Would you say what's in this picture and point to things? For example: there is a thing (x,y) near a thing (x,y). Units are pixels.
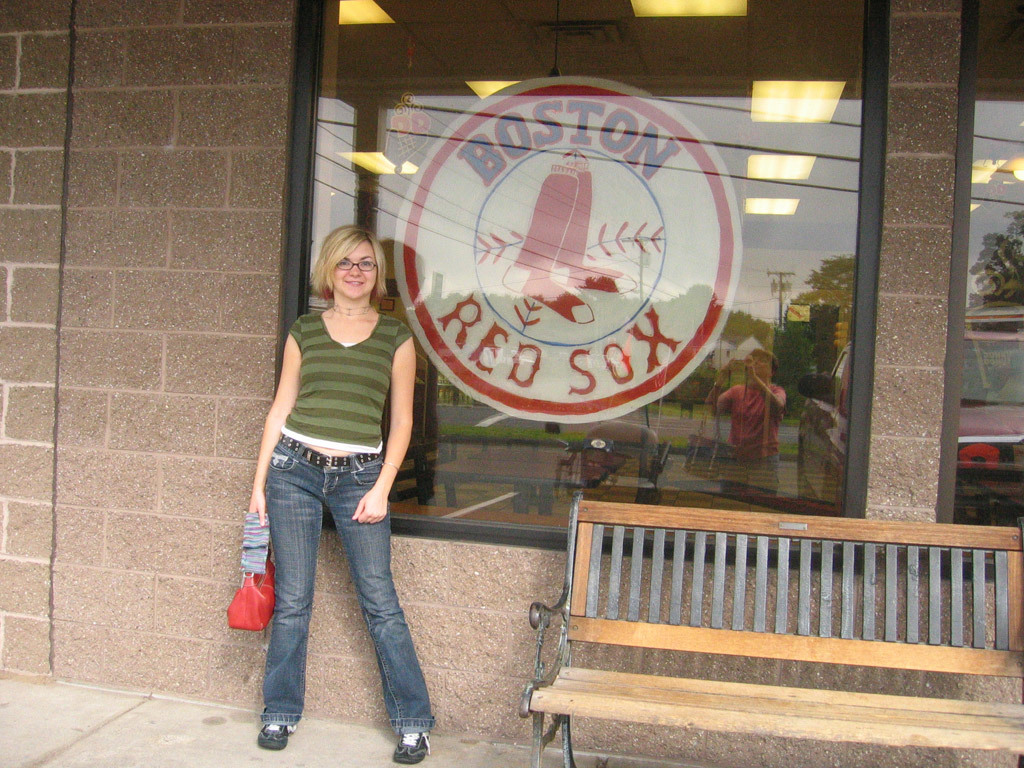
there is a bench (743,684) on the right side (699,706) and person (339,416) standing on the left (338,534). behind her there is a building (441,158) and on the glass (645,410) boston red sox (611,368) is written.
